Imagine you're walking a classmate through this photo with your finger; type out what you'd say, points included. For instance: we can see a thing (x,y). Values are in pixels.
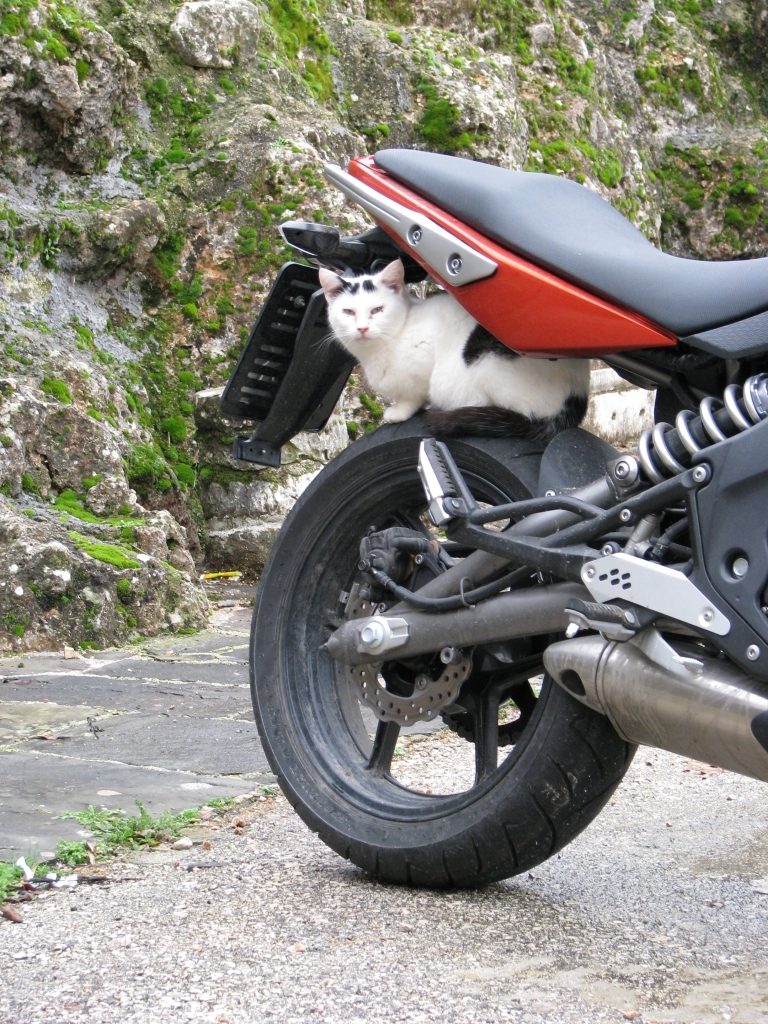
In this picture we can see a bike (531,511) which is parked, in between the bike (372,654) there is a cat (438,332) in sitting position back side we can see a hill (218,205) with some of grass (143,445).
